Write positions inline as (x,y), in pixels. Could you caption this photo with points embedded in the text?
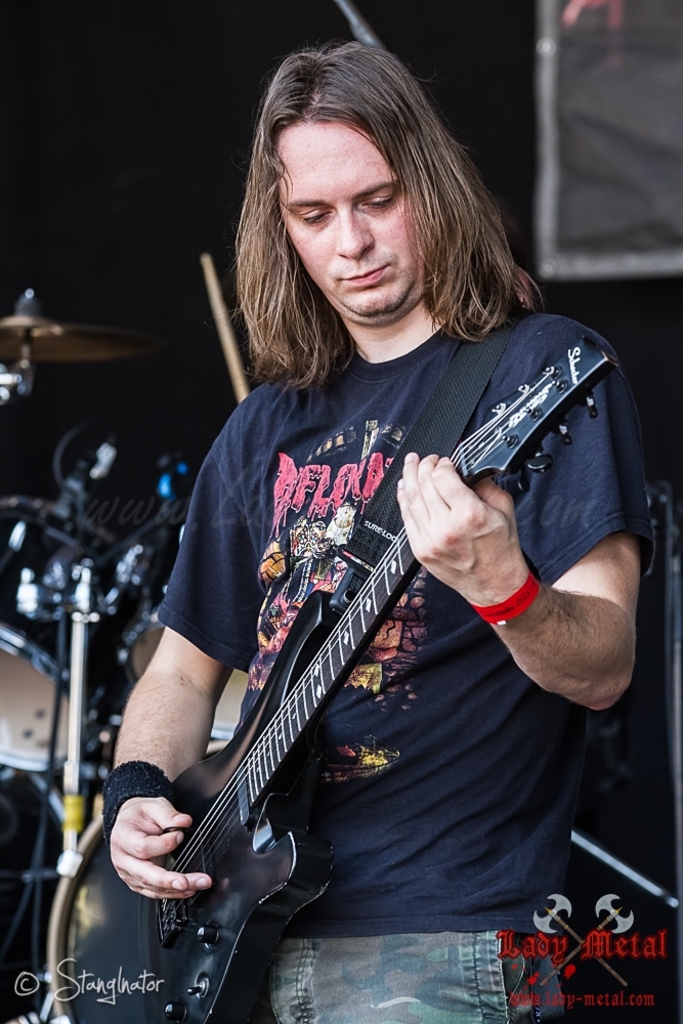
This is a picture of a guy (447,808) with long hair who is holding a guitar (264,955) and playing it. He has a red color band (510,607) on his left hand (509,594) and black color band (143,787) on his right hand (128,809).
